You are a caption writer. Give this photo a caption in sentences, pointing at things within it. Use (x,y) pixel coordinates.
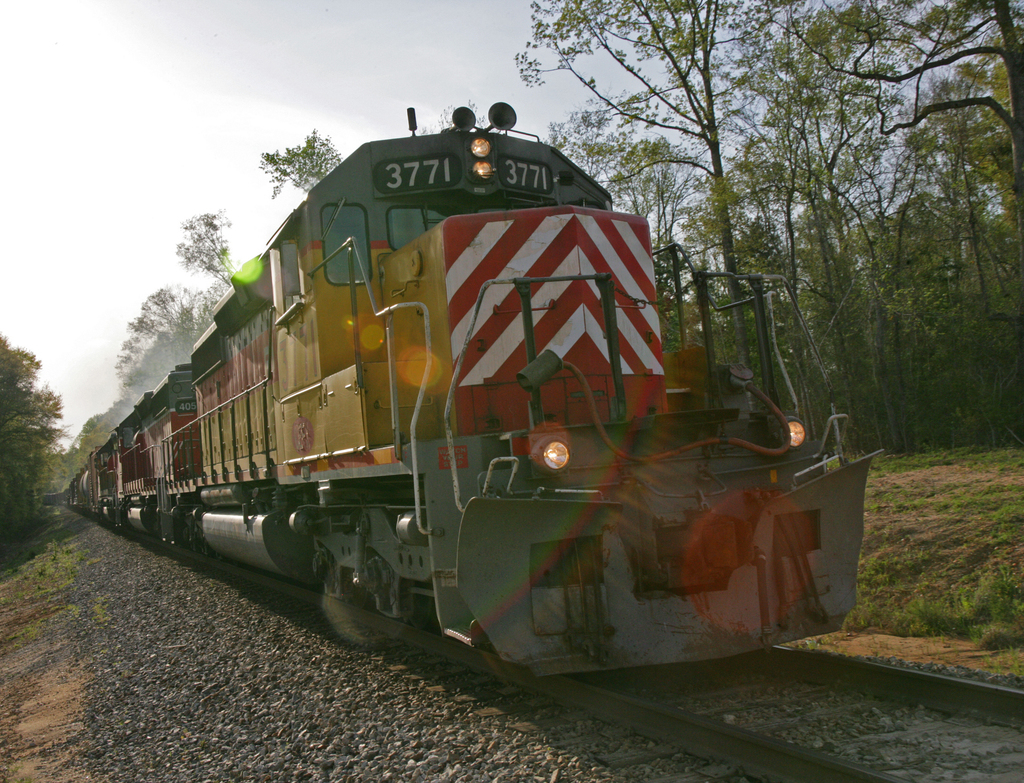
In this image, we can see a train (334,514) on the track (800,707). Here we can see grass (959,614), trees (963,265), plants (944,621) and stones (226,663). Background (11,253) there is the sky (437,69).
